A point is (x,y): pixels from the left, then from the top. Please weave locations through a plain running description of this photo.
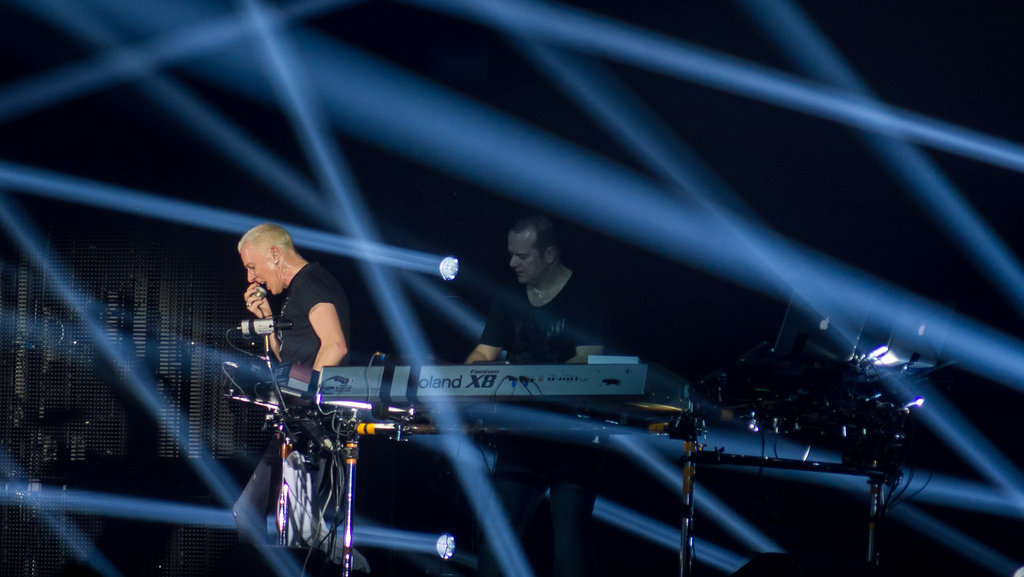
In the center of the image (586,352) we can see a man (562,348) standing and playing a piano (557,366), next to him we can see a person (289,252) holding a mic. In the background (364,282) there are lights (919,399) and we can see laptops (838,339) placed on the stand (836,467).
